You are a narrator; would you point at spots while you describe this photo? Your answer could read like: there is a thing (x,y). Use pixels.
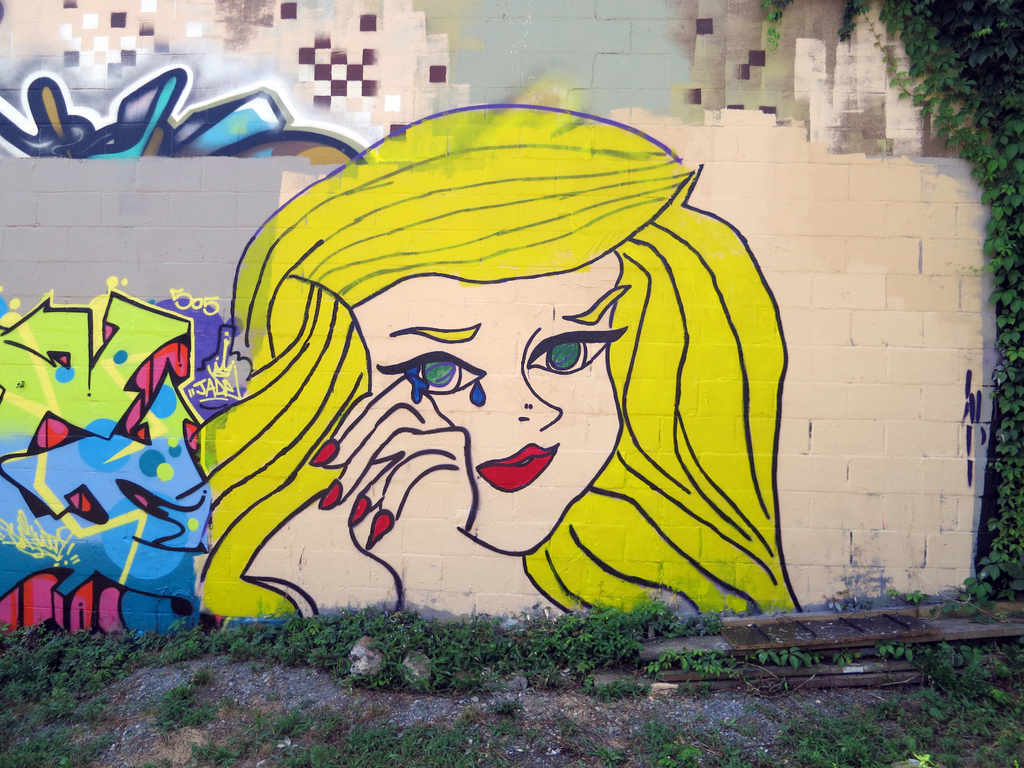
In this picture we can see a wall (623,98), with a girl (383,590) painted on it. In the front (409,626) bottom side there is a ground (407,663) with some grass (862,762) and stones (720,711).
